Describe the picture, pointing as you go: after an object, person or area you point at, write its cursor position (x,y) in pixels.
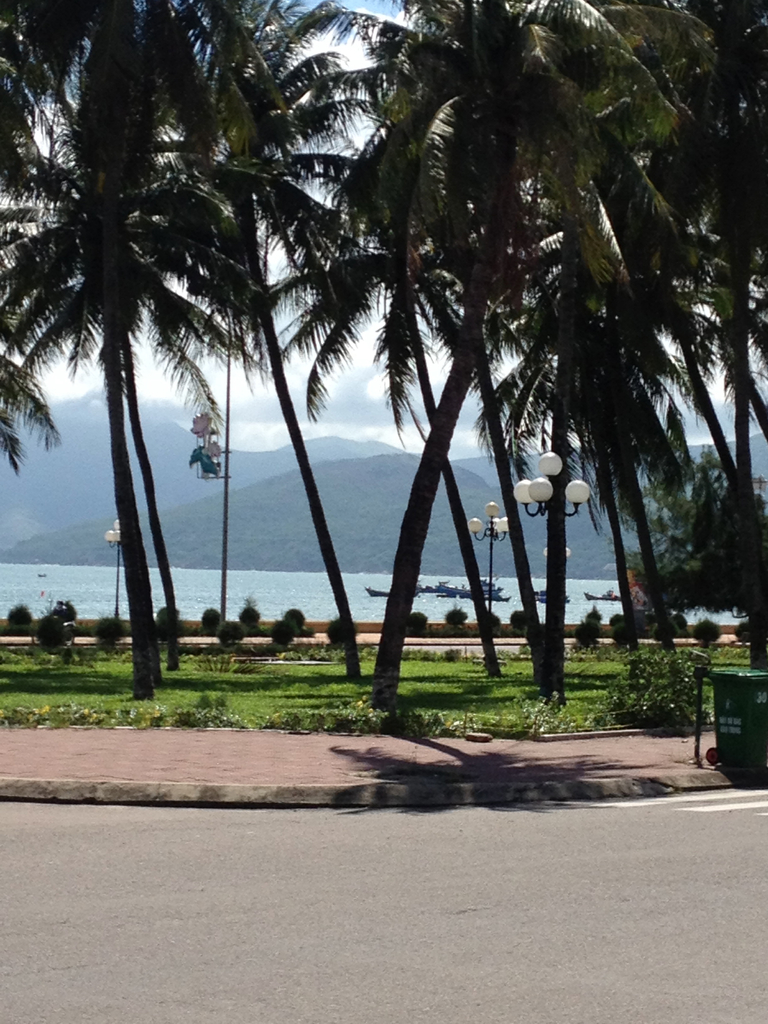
In this image, we can see trees (420,481), hills (435,513), light poles (201,423), plants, a bin (736,732) and there are boats (487,583) on the water (313,578). At the bottom (286,908), there is a road (326,909).
